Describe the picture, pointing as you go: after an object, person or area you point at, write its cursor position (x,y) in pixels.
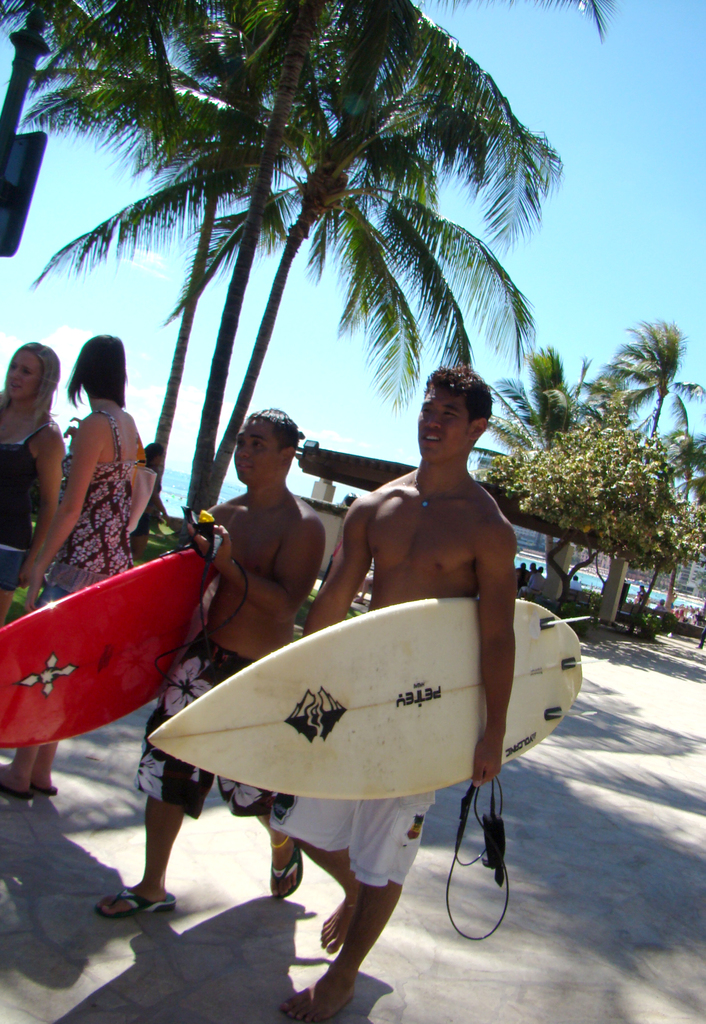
At the top (658,246) we can see a clear blue sky (630,204) with clouds (162,389) and it seems like a sunny day. We can see trees (616,413) here. Here we can see two men (375,511) walking by holding surfboards (276,733) in their hands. Here we can see two women (102,486) standing.
